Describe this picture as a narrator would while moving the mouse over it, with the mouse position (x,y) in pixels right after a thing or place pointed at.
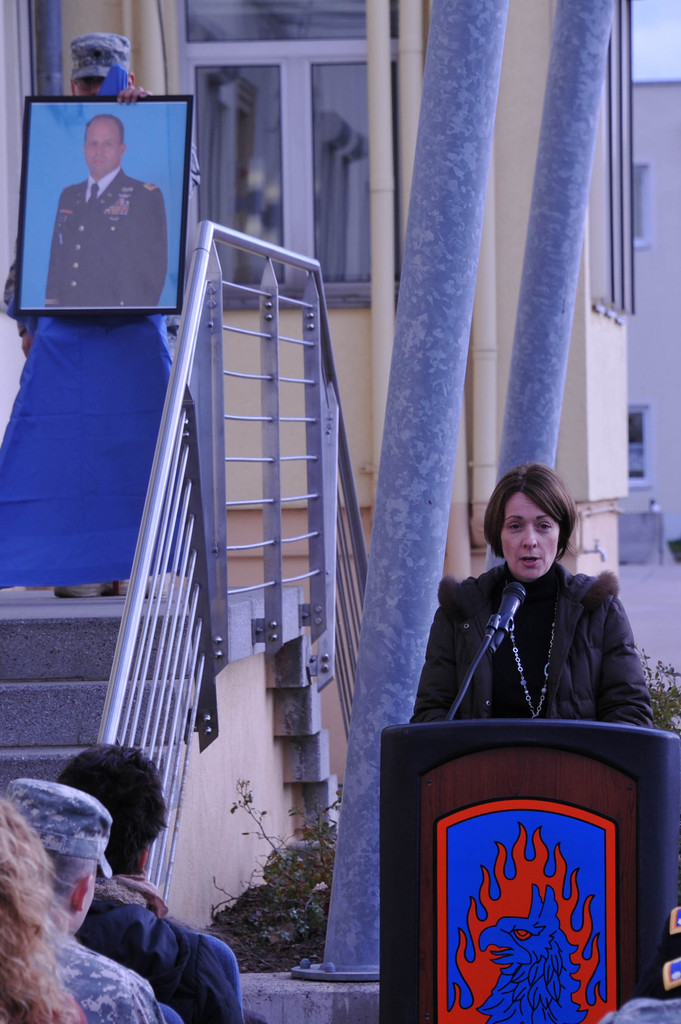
In this picture there is a woman (628,701) who is standing near to the speech desk (454,829) and she is giving speech on the mic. In the bottom left corner (88,840) there are three persons (29,882) were sitting on the chair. On the left (92,161) there is a man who is holding a photo frame (119,157), he is standing near to the stairs (84,625) and railing (189,549). In the background (256,406) i can see buildings (242,347) and road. In the top right corner (644,1) there is a sky (651,22). At the bottom (235,940) i can see the plants (331,805) and grass (246,950). Beside that there are steel poles (324,969).
